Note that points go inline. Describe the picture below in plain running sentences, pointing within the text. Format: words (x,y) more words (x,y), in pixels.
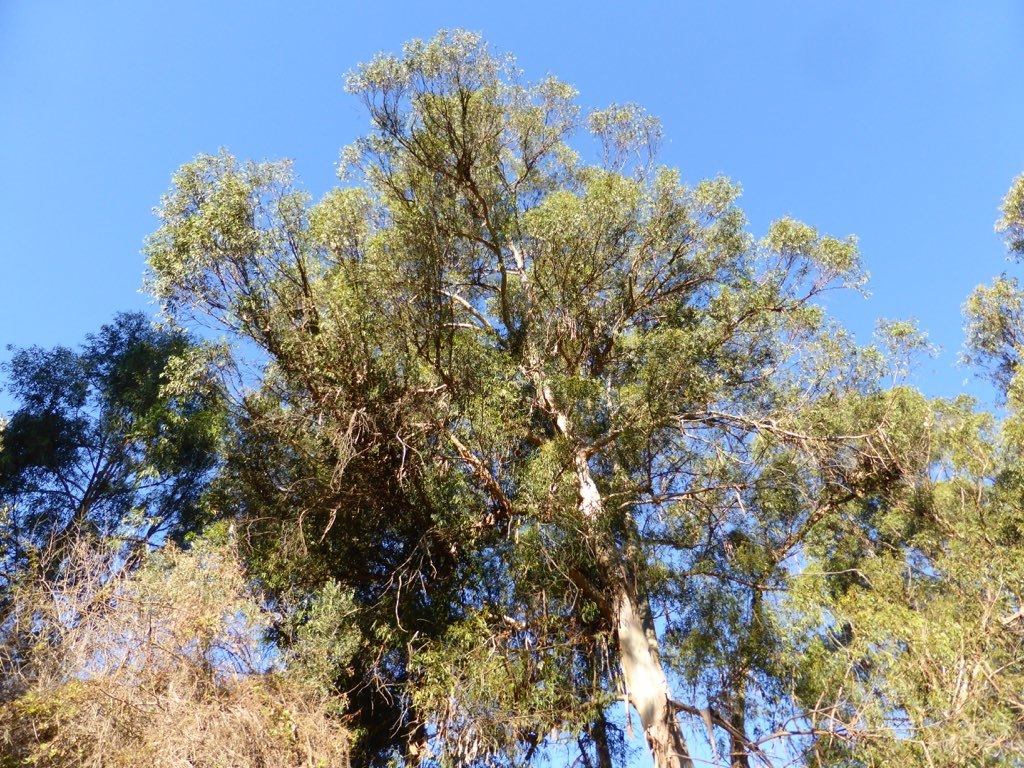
In this image we can see trees (396,490) and in the background (335,71), we can see the sky (284,62).
